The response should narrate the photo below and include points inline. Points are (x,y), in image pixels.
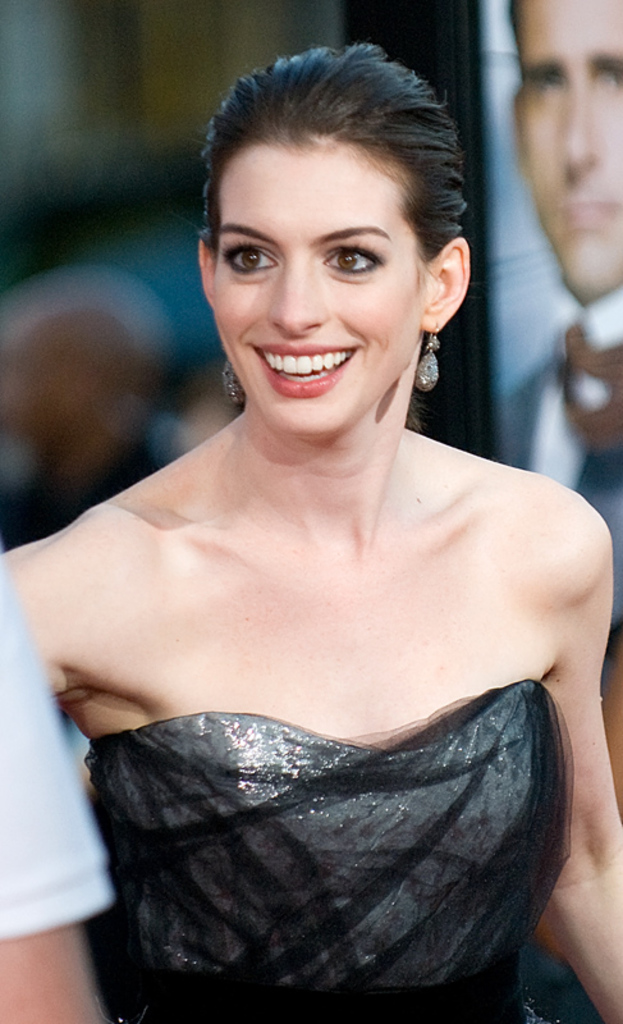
In the center of the image (363,393) we can see a lady (394,427) standing and smiling. She is wearing a black dress (349,895). On the right (562,237) we can see a board (547,285).
